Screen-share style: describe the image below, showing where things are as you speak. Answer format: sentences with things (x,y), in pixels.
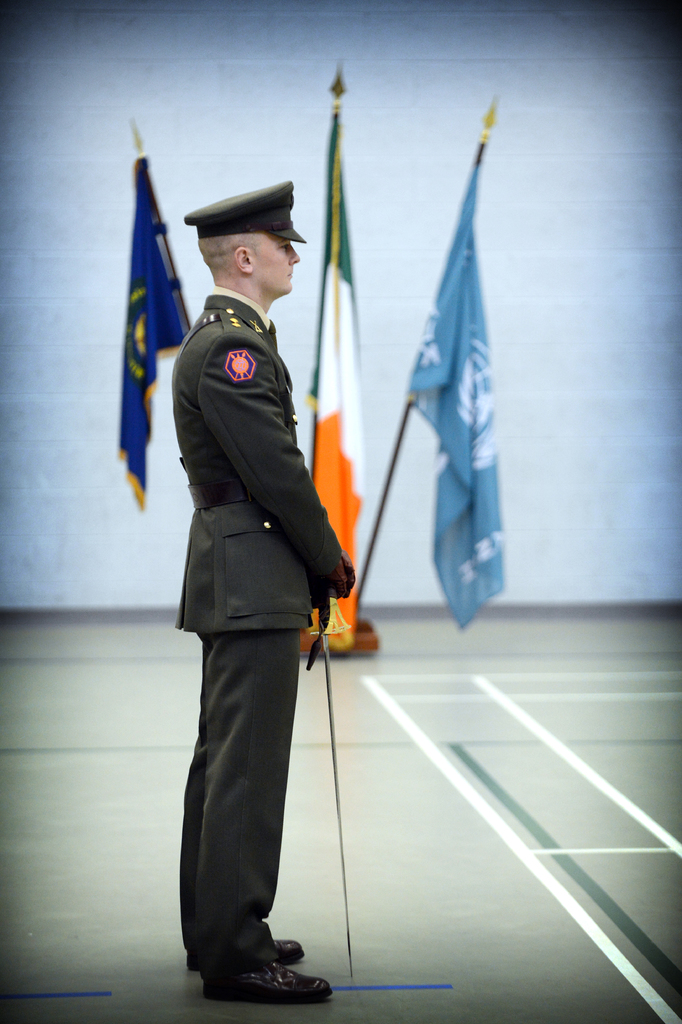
In this image there is a person (235,223) standing. There are three flags (346,446). There is a floor (415,902). There is a wall (6,345) in the background (596,440), I think.
